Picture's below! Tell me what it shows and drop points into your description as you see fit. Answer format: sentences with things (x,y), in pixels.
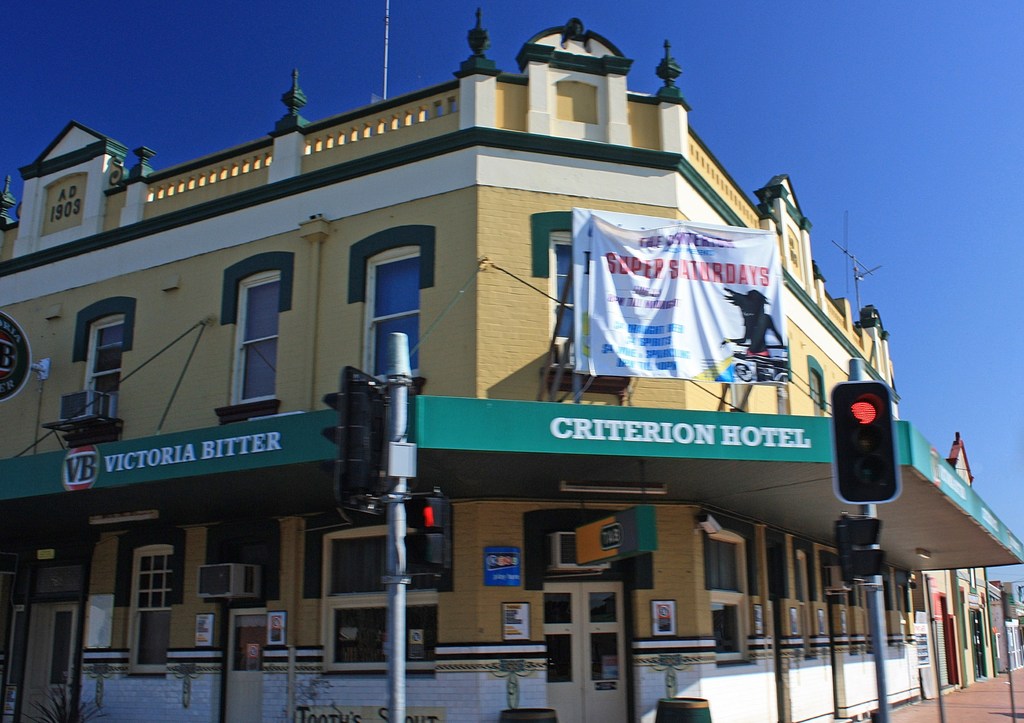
This is a building (292,301) with windows (274,370) and doors (550,655). I can see an air conditioner (228,581), which is attached to the wall (286,571). These are the traffic signals (841,456), which are attached to the poles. These look like the hoardings (589,275), which is on the building (646,378). At the bottom of the image (669,712), that looks like a barrel (696,712).
